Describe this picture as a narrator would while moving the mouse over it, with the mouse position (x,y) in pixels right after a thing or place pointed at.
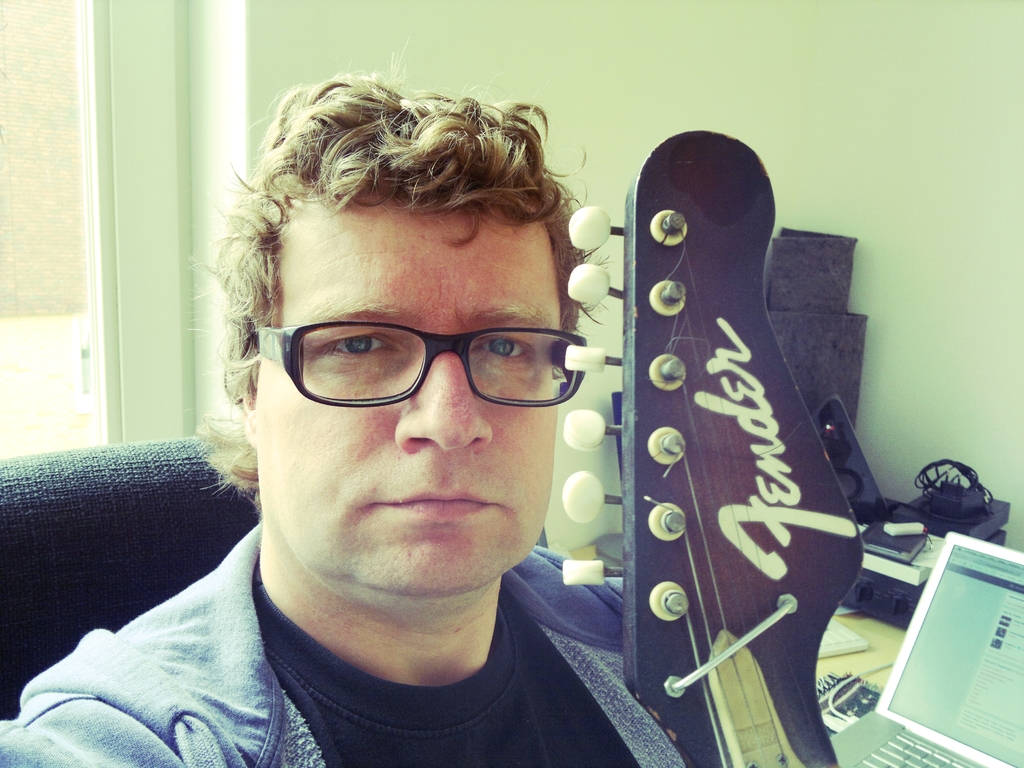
In this image i can see a person (413,299) wearing glasses (410,390), black t shirt (432,692) and blue jacket (184,694) sitting on the couch (79,534) and holding a guitar (663,429). In the background (948,670) i can see a laptop (958,662) and few other objects (875,591) on the table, the wall (892,120) and the window (159,164).
